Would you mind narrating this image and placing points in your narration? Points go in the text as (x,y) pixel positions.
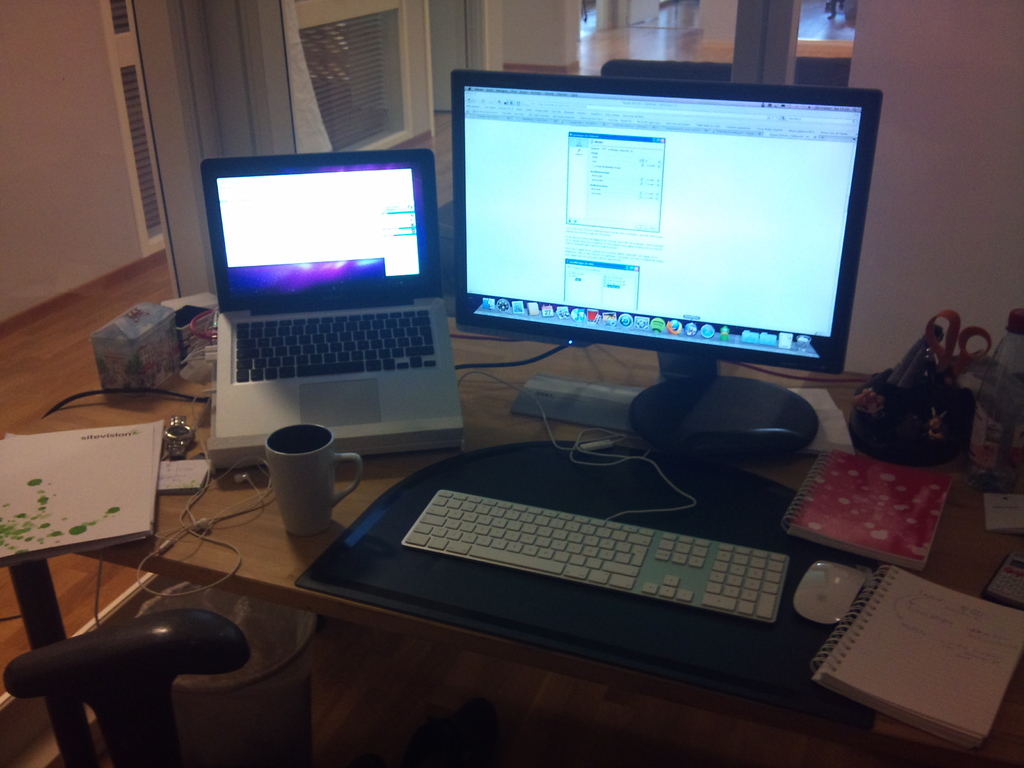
In the center (352,503) we can see table (585,492), on table (678,510) there is a keyboard (625,536), monitor (700,323), books (871,641), mouse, scissor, bottle (1017,387), mug (303,483), earphones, laptop (277,327) and wire (204,354). Below the table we can see dust bin (253,683). In the background (952,111) there is a wall (918,119), door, pillar (789,19) and curtain (346,108).
